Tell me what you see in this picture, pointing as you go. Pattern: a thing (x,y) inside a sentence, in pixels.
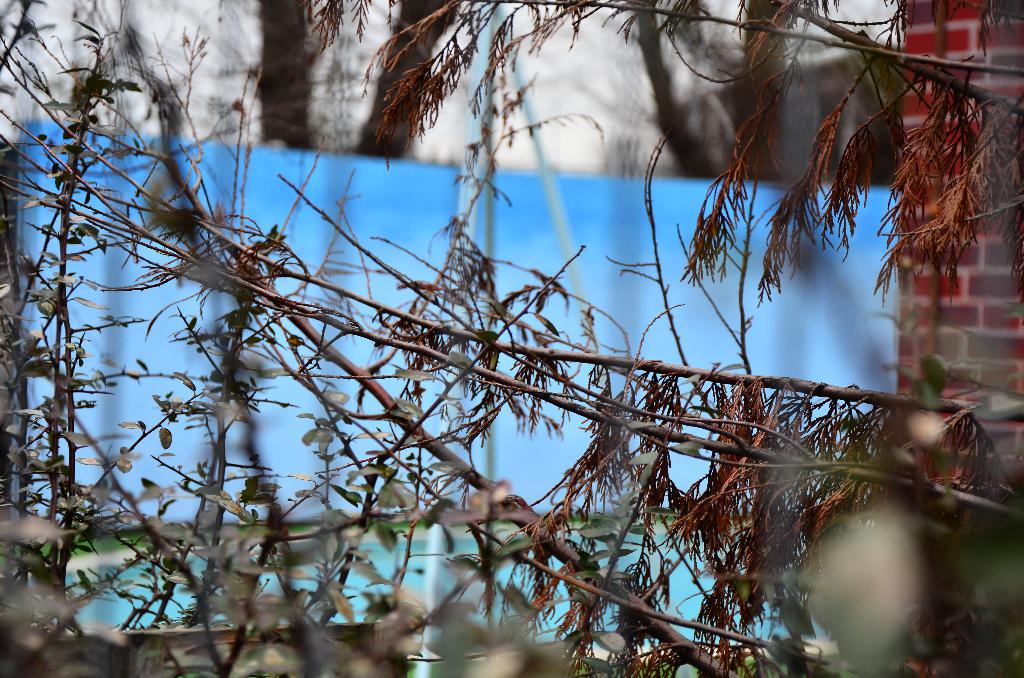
In this picture I can see plants (747,426) and trees (531,531). On the right (994,285) I can see the brick wall (994,331). In the back (812,265) I can see the blue color cloth (544,224). At the top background (605,106) I can see the building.
